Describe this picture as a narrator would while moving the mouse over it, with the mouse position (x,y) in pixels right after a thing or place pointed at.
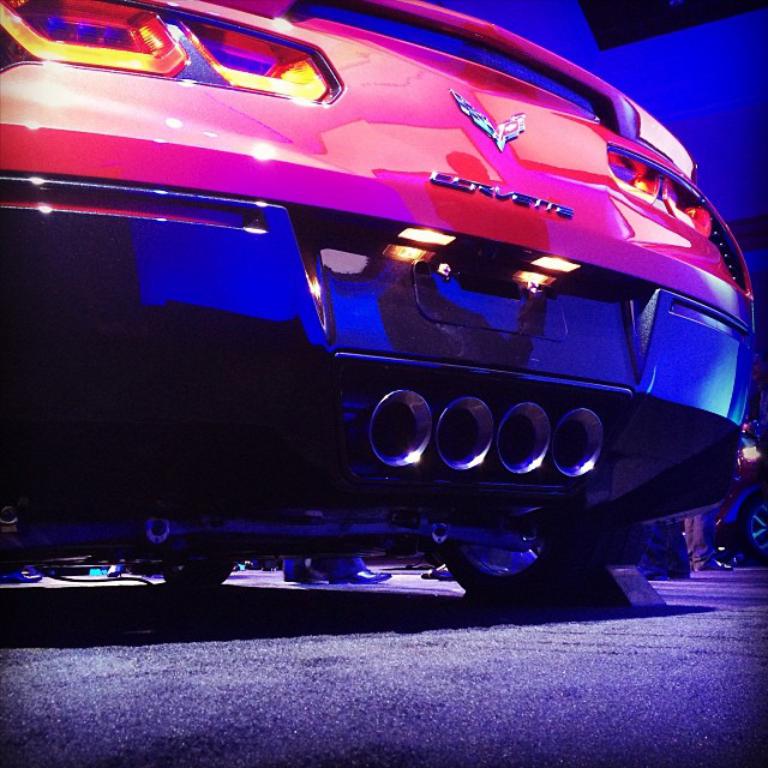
In this picture I can observe a car (311,330) on the floor (396,582). The background (732,166) is in blue and black color.
